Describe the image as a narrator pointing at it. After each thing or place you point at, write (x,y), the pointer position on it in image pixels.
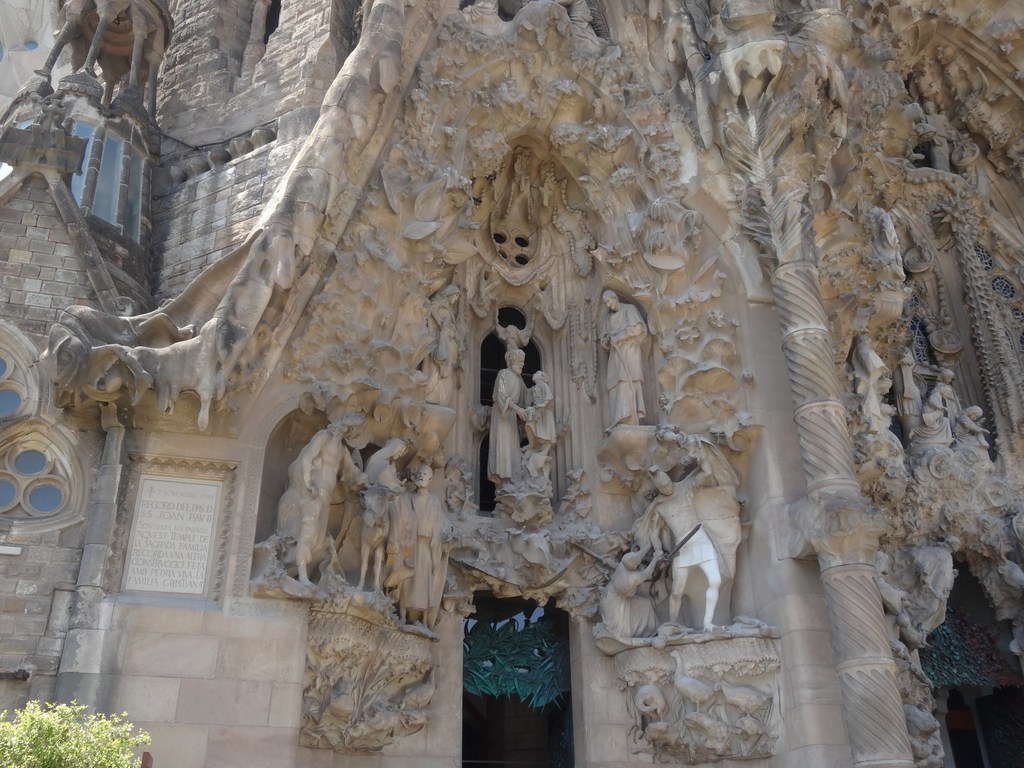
In this image we can see the statues (702,552) on the walls (532,254) of the building (512,555). We can also see the text (166,514) and also a plant (100,735).
